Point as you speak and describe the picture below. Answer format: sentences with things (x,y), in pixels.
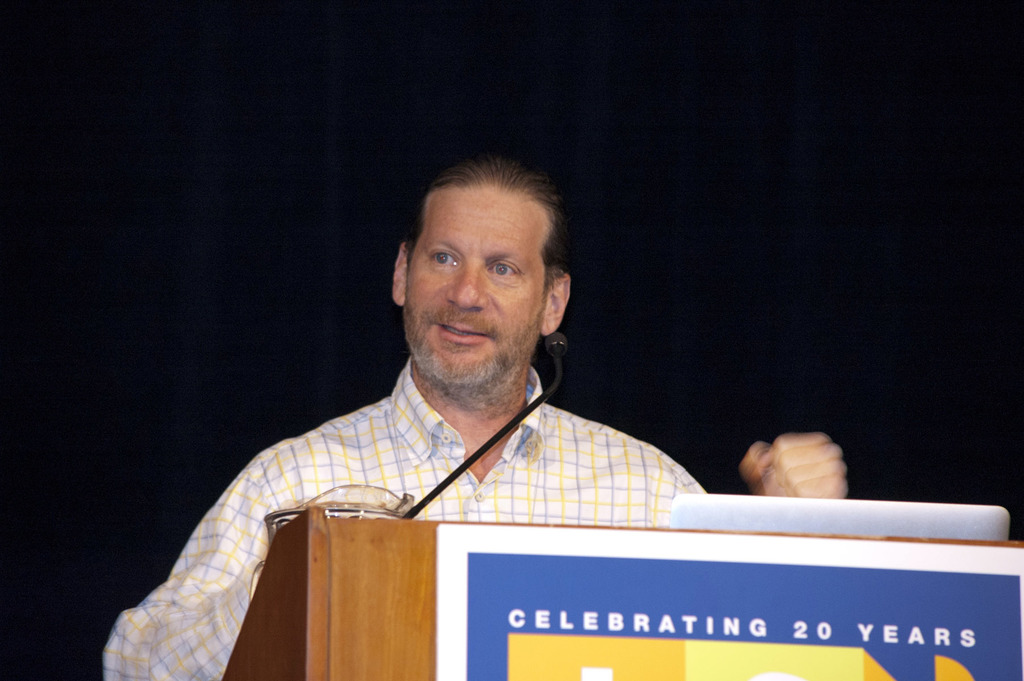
In the foreground of this image (517,589), there is a poster (437,650) to a podium (368,637) and a man (409,417) standing in front of a podium (357,623) and there is a mic (419,507) and a laptop (775,507) on it. In the background (180,303), there is dark.
